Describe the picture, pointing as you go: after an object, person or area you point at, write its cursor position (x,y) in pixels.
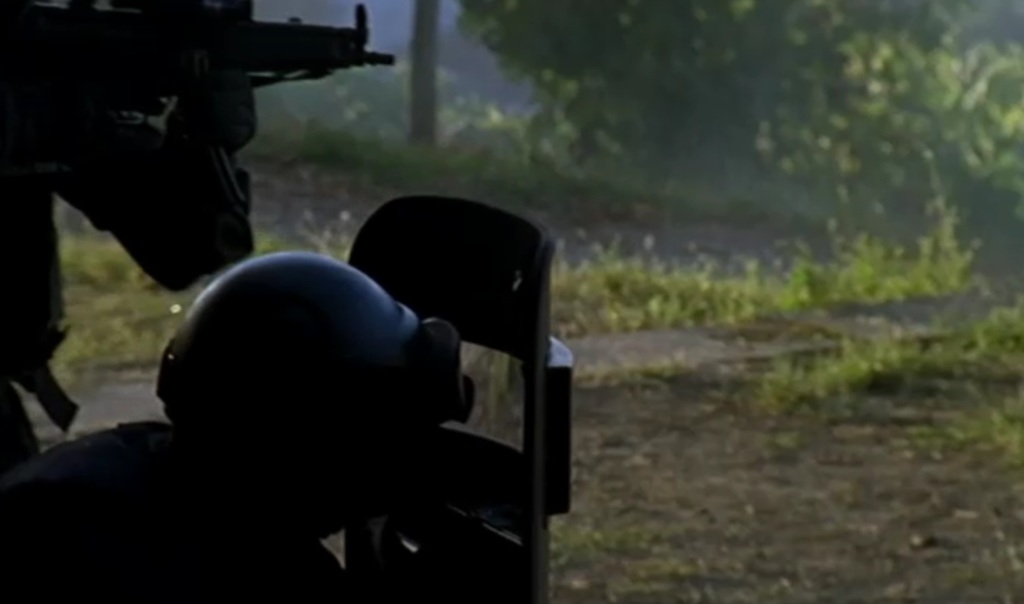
I see this part of the image is a bit dark and I see the helmet (380,359), shield (498,330) and the gun (353,30) over here and I see the grass (565,292) and the plants (719,114) and I see the mud (705,467) over here.
